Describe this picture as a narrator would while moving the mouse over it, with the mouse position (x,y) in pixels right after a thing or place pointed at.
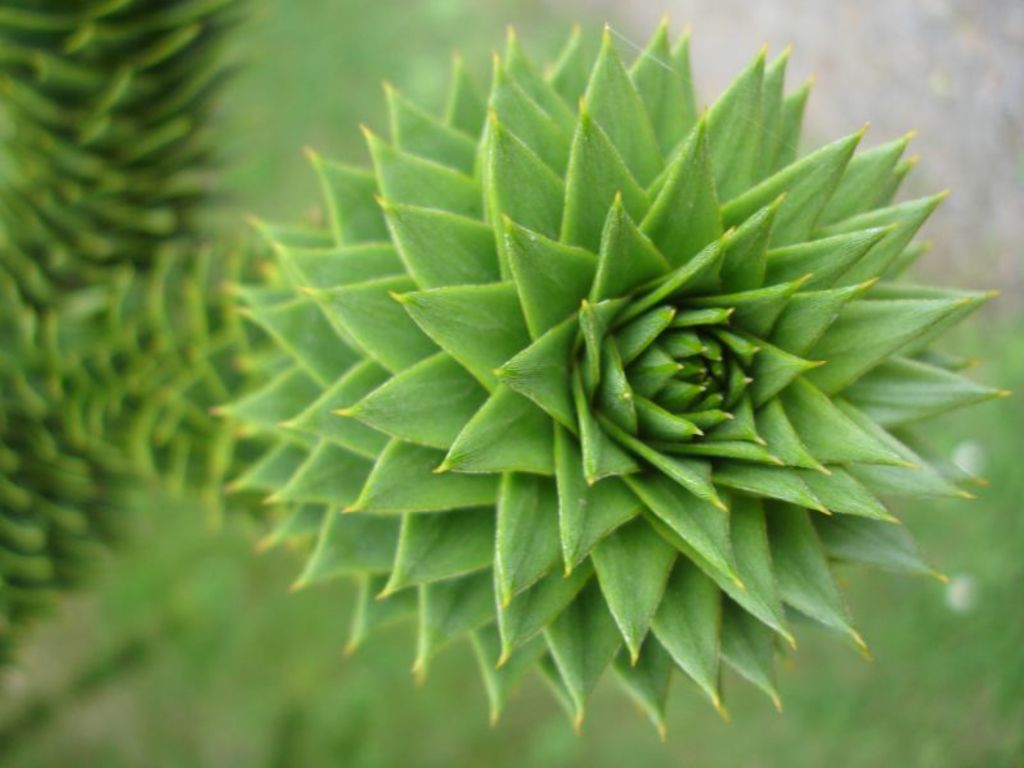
This image consists of a plant (624,388). It is in green color.
